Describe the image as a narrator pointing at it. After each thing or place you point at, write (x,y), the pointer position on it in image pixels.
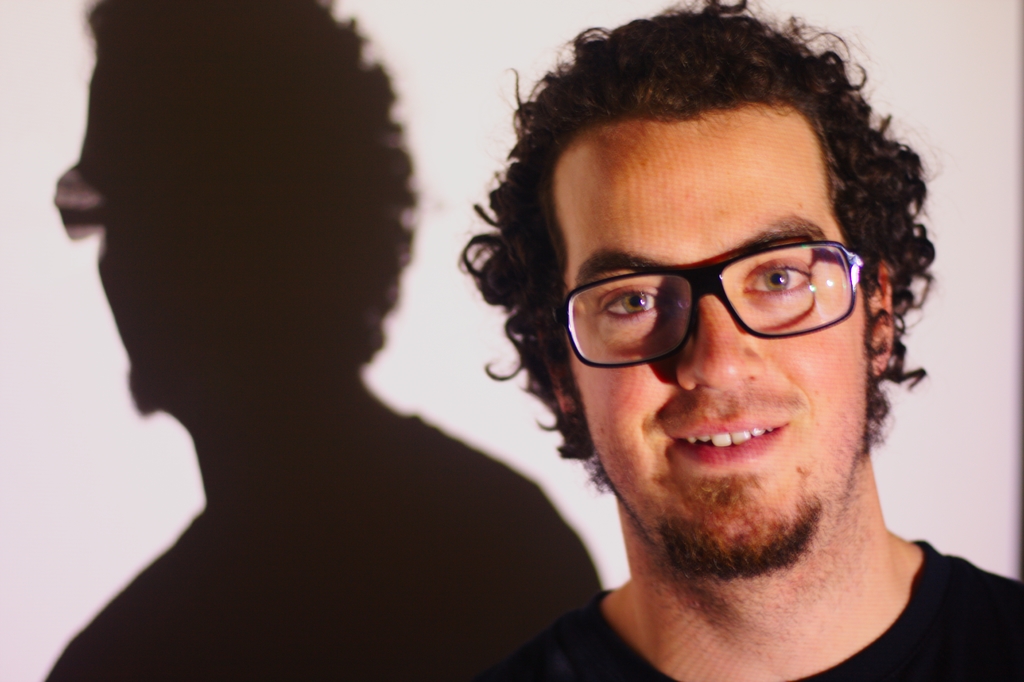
In the image we can see a man (867,563) wearing clothes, spectacles (783,262) and the man (756,304) is smiling. The background (456,84) is white and we can even see the shadow (264,399) of this man (717,450).
